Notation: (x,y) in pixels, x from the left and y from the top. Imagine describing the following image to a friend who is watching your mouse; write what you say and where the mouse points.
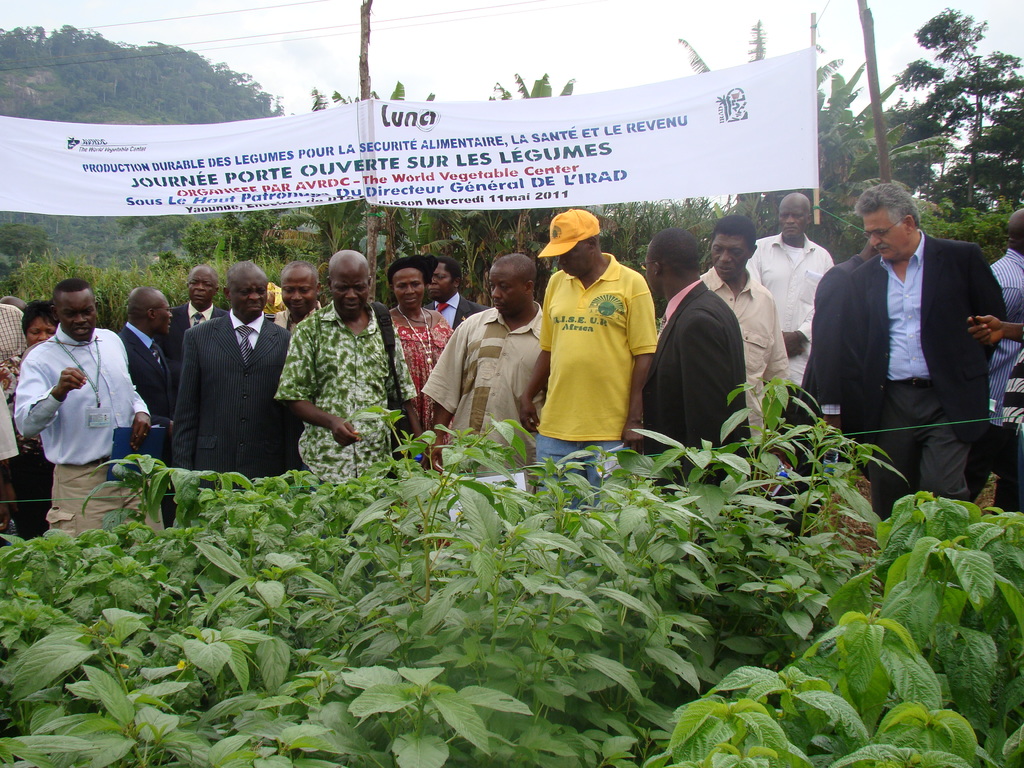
At the bottom of the picture (462,615), we see plants (451,582). In the middle of the picture (398,426), we see many people (439,365) are standing. Behind them, we see poles (365,45) and wires (217,42). We see a white banner (298,141) with some text (592,173) written on it. There are trees (99,115) in the background (104,84).
